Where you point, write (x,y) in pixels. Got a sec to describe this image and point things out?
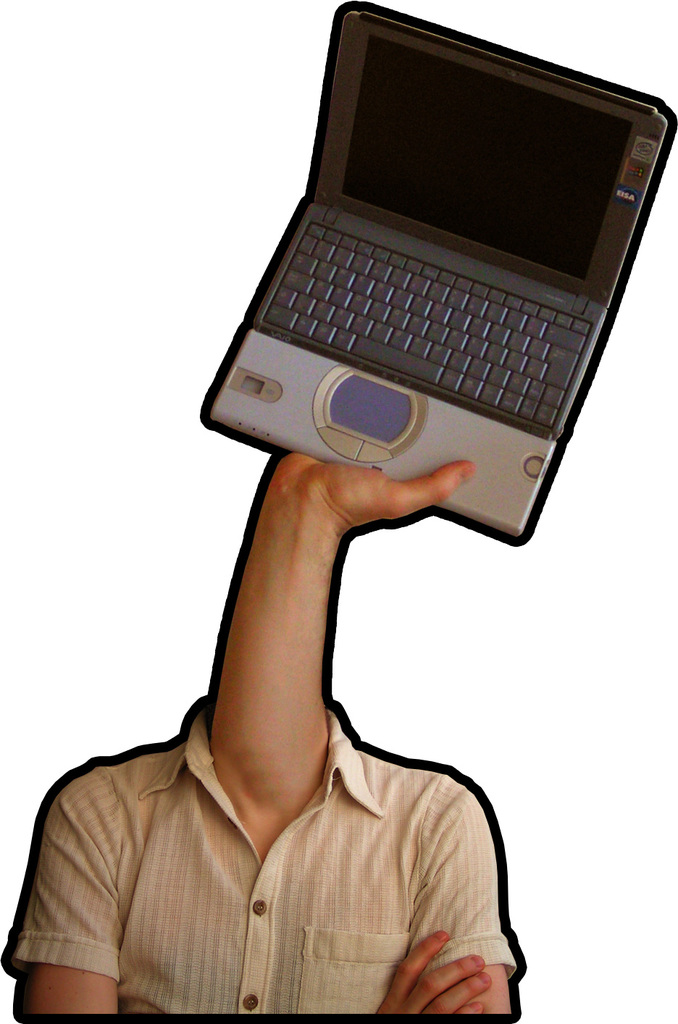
In this image I can see a edited picture where a hand (269,645) of a person (275,582) is holding a laptop (342,62). I can also see shirt (221,896) and one more hand (412,1003). I can see white colour in background (104,263).
